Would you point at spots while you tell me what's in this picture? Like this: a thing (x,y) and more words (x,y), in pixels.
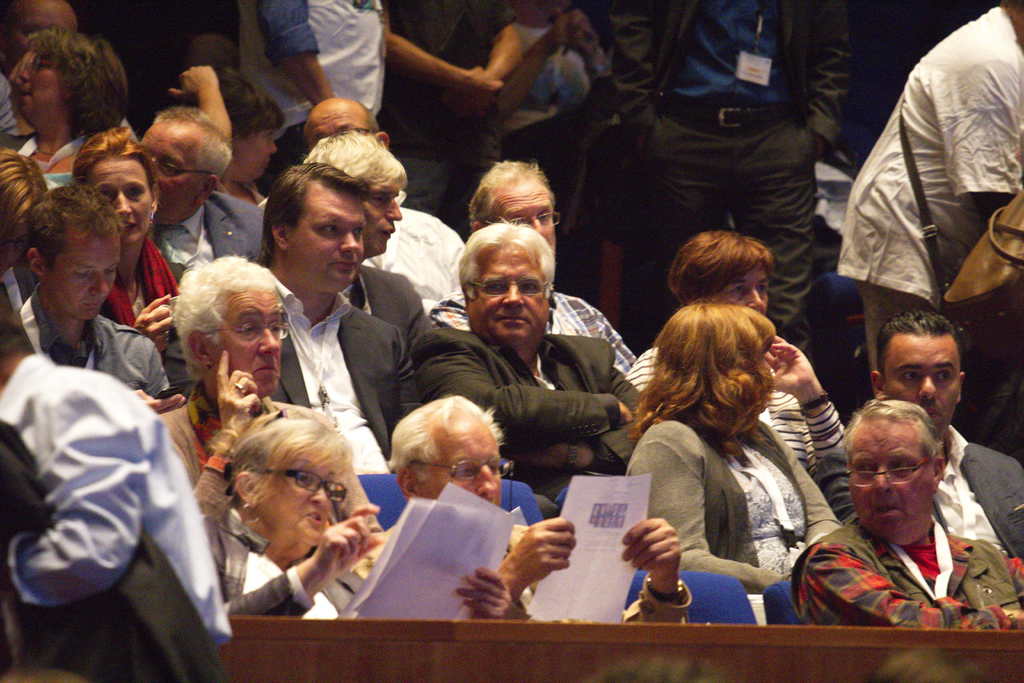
In this picture there are group of people (806,591) sitting and there are two persons (663,585) sitting and holding the papers (566,587) and there are group of people (366,14) standing. In the foreground (993,645) it looks like a table (816,654).
